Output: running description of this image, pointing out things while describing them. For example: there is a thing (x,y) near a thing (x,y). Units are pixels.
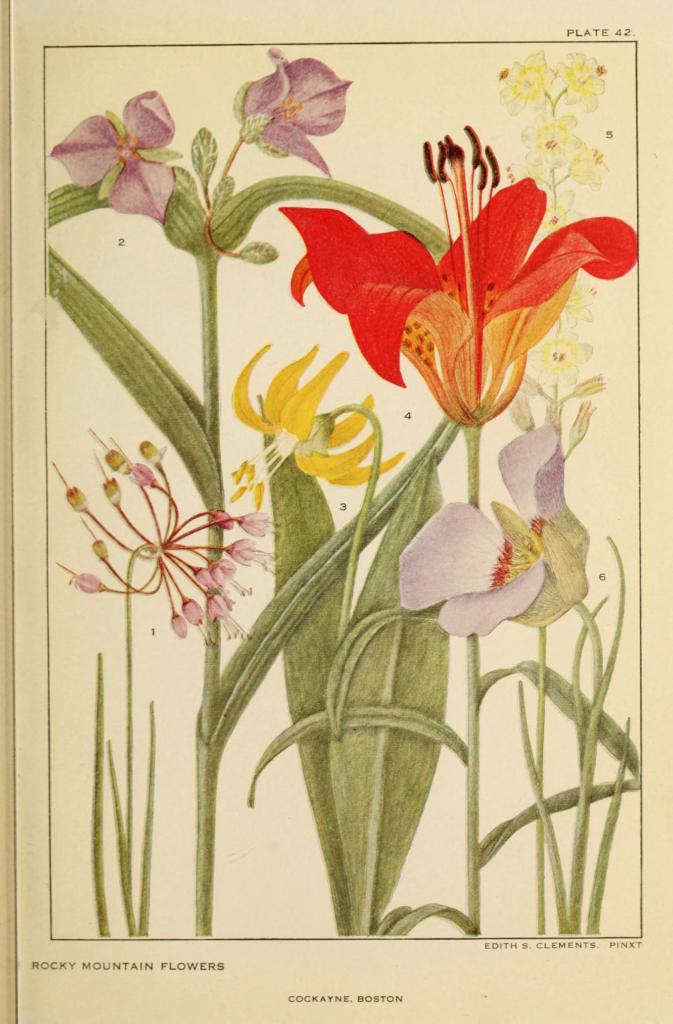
The picture consists of a painting (370,649). In the painting (232,526) there are flowers (393,235) and plants (380,570). At the bottom of the picture (66,968) there is text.
